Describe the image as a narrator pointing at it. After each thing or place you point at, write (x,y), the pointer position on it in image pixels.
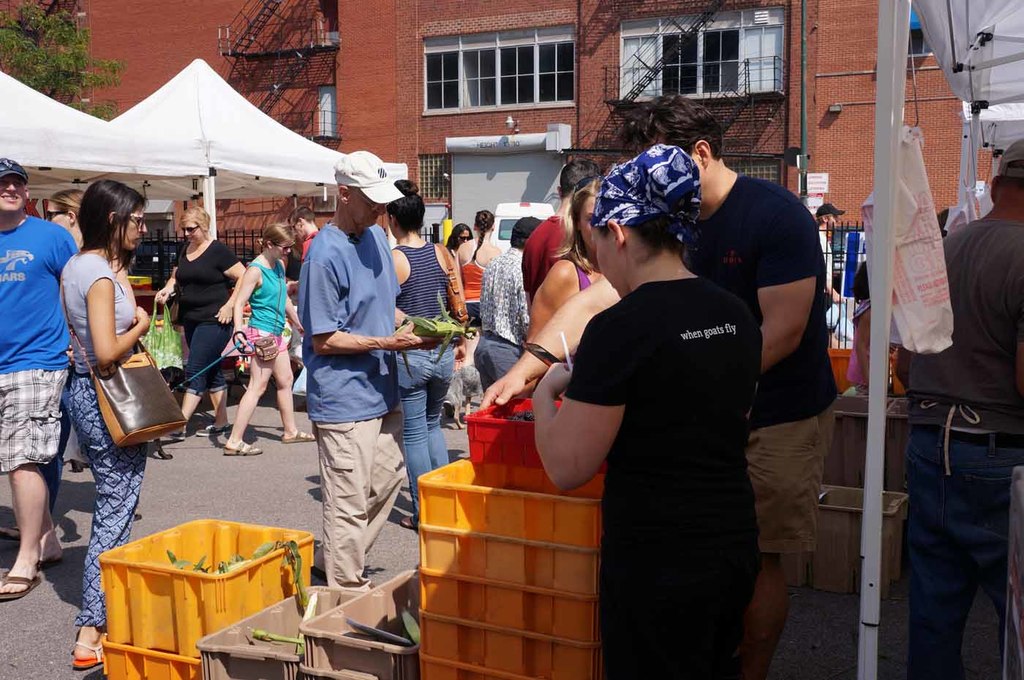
In the picture I can see many people (635,441) are walking on the road (293,520), here I can see baskets (381,607) in which some objects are placed, I can see tents (964,97), a vehicle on the road (318,550), we can see buildings (574,49), staircase (623,98) and trees (24,31) in the background (120,102).
